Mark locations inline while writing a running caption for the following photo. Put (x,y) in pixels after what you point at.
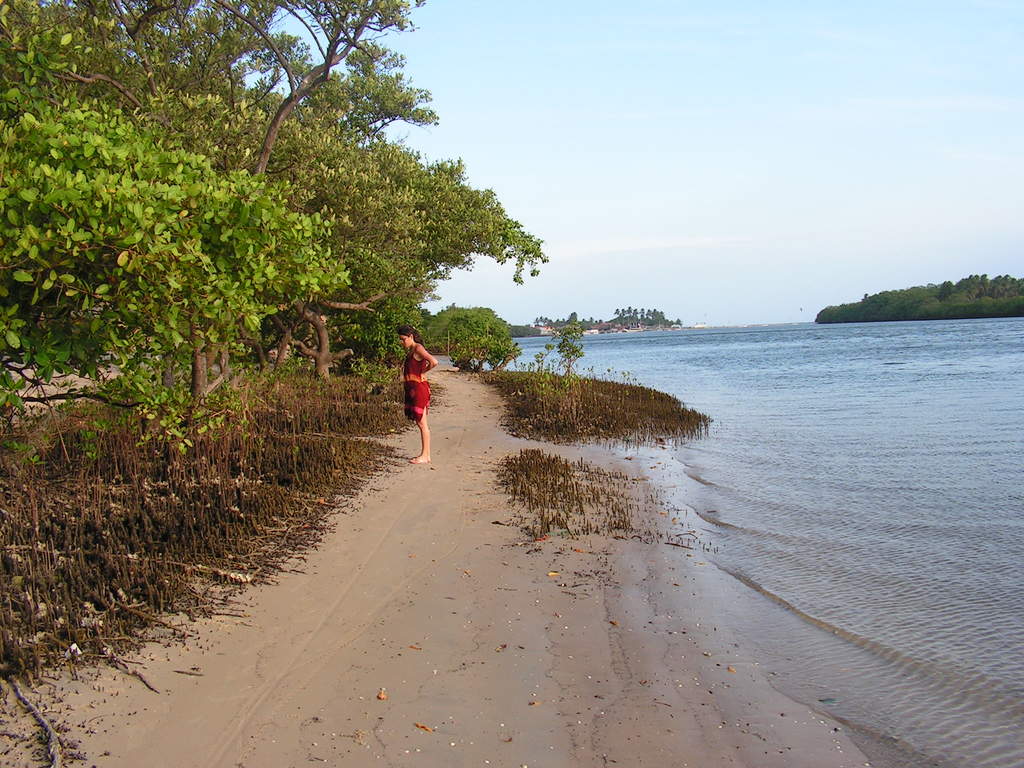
In the image there is a woman (426,369) in red dress (417,394) standing in a beach (373,550), in front of her there are trees (330,328) all over the place and over the right side (995,299) there is an island (899,301) with trees (966,294) in the ocean (868,370) and above its sky (553,140).
